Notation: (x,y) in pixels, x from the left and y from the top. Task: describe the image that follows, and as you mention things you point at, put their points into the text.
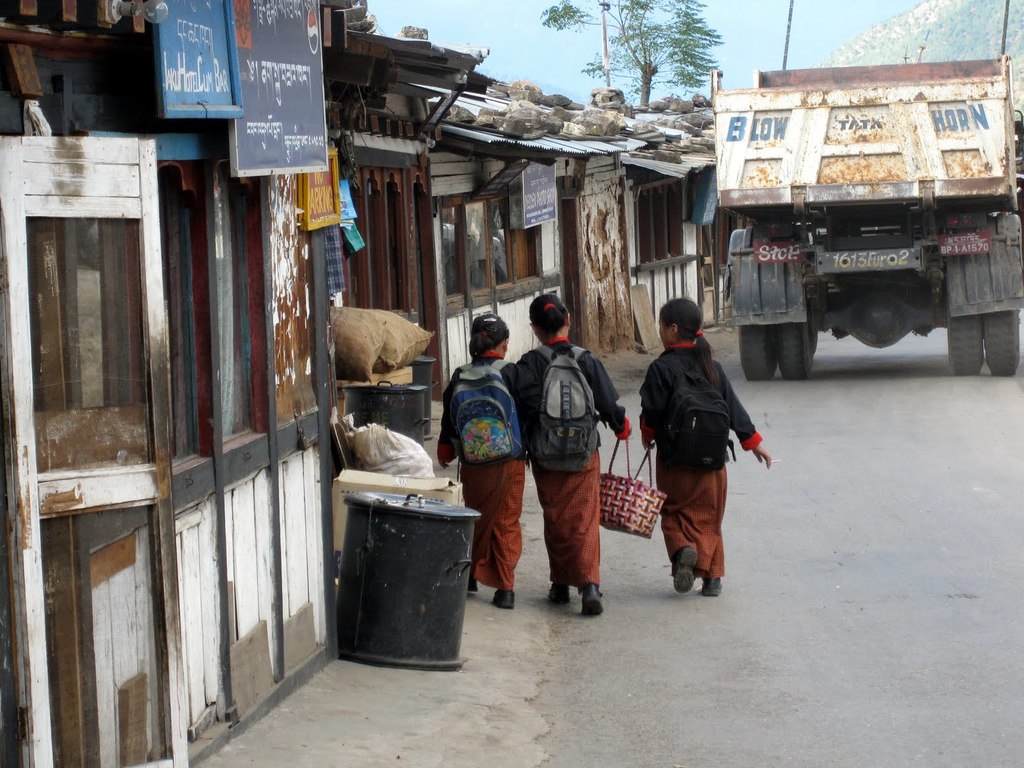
in this picture we can see three girls (486,317) walking on the road (658,581) wearing a backpack (674,451) and holding a basket (645,506) in their hands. At the right side of the picture (903,200) we can see one lorry (843,211) and at the left side of the picture (240,342) we can see few houses (402,294). At the top of the picture (557,45) we can see sky (841,7). This is a tree (694,57) and these are the hills (936,39). This is a tin (418,590) which is black in colour. These are the gunny bags (398,341) on the black tins (404,408). These are the boards (186,29). This is an electric bulb (156,19).
